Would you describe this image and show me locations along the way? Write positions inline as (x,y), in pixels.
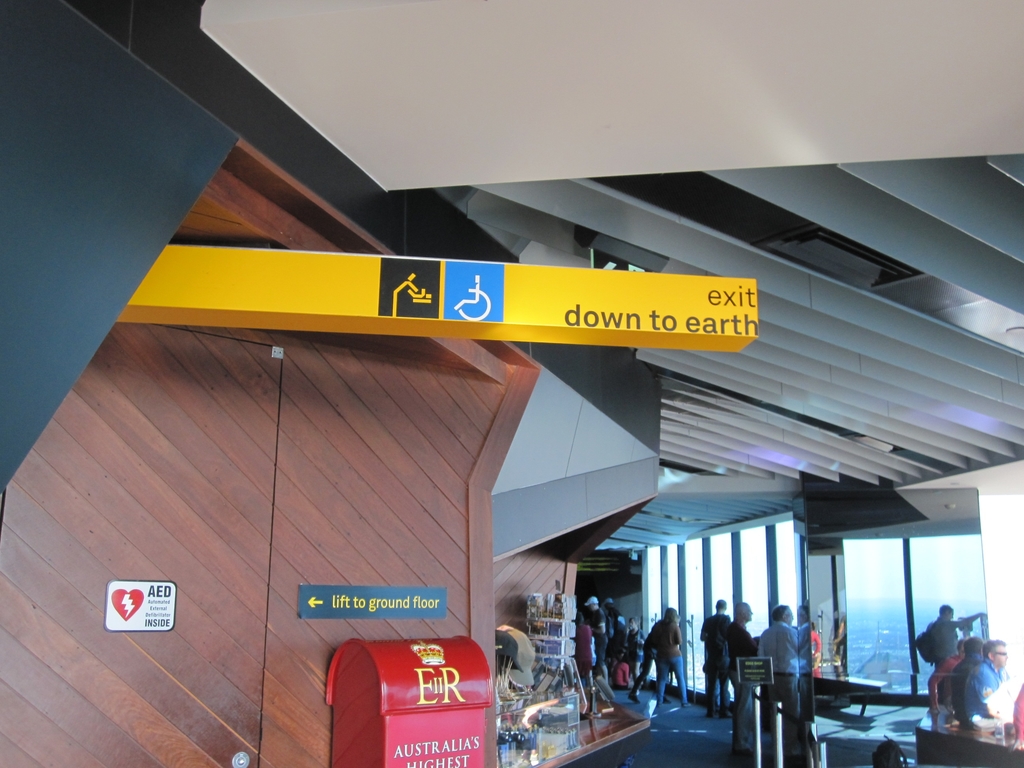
In this image we can see persons (727,660) standing on the floor (663,735), sign boards (747,674), tables (630,741), walls (390,437) and glasses (697,560).
